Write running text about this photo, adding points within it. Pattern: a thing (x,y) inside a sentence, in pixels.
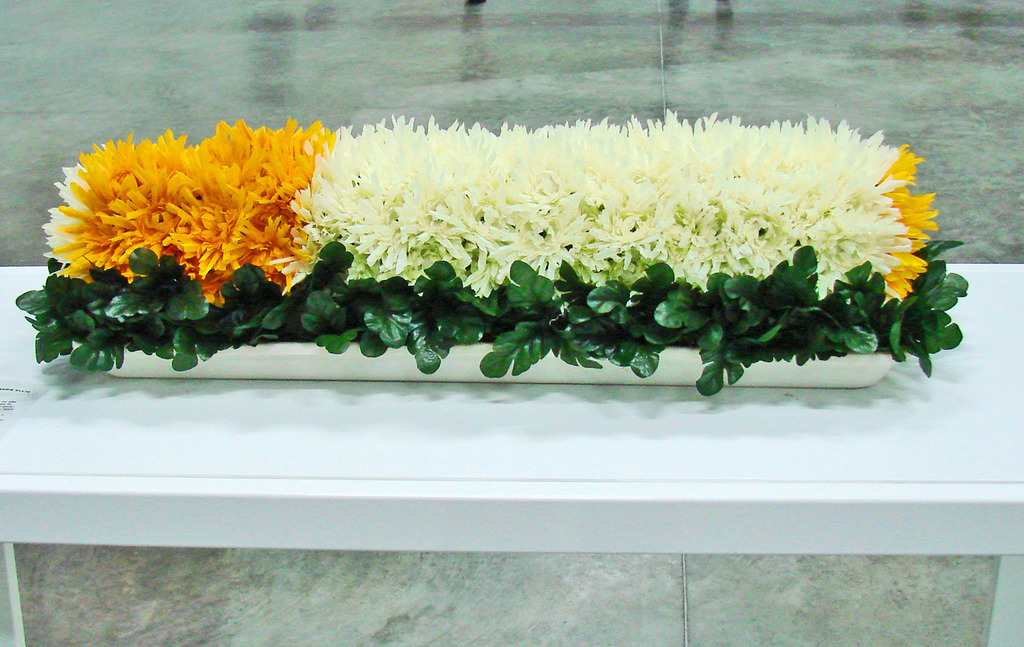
In the foreground (279,238) I can see flowers (548,306) in a tray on the table (569,427). This image is taken may be during a day in a building (1016,123).
